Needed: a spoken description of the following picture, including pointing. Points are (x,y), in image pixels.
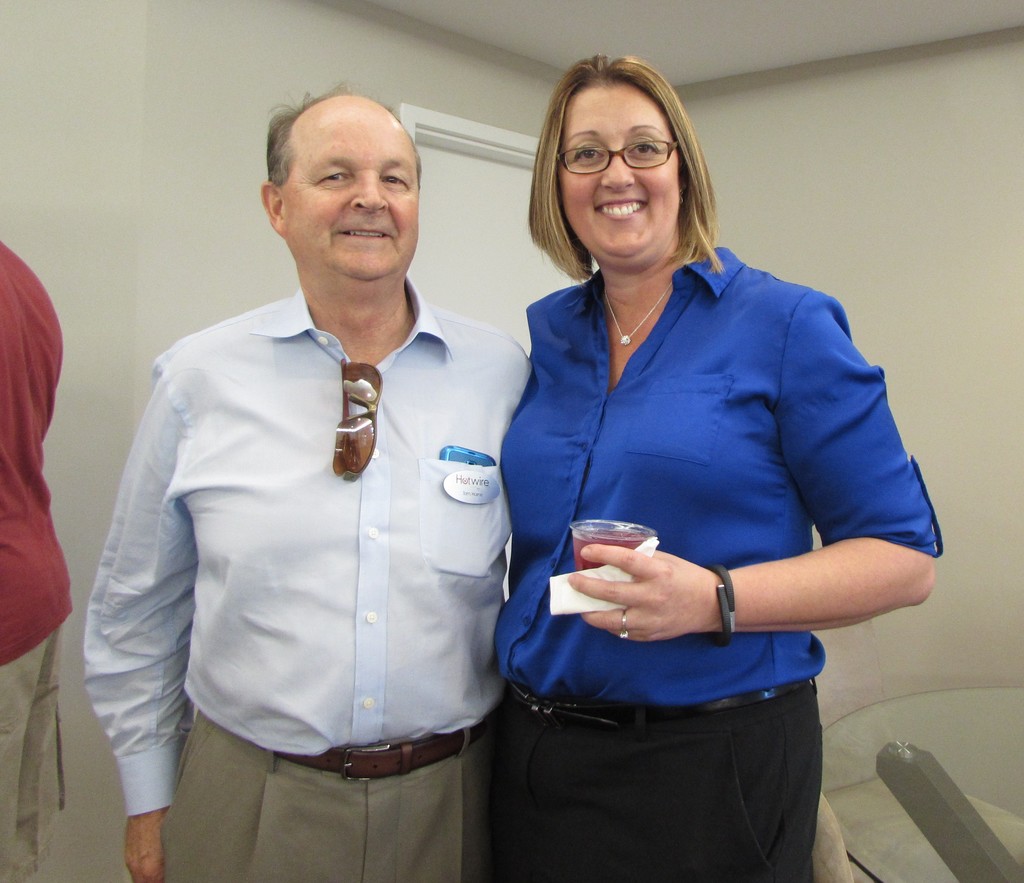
In this image I can see two people (387,334) are standing and I can see smile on their faces (665,249). Here I can see she is wearing specs (658,162) and holding a glass (579,541). I can also see both of them are wearing formal dress (334,490) and over here I can see one more person (64,577) in red dress (27,476).
